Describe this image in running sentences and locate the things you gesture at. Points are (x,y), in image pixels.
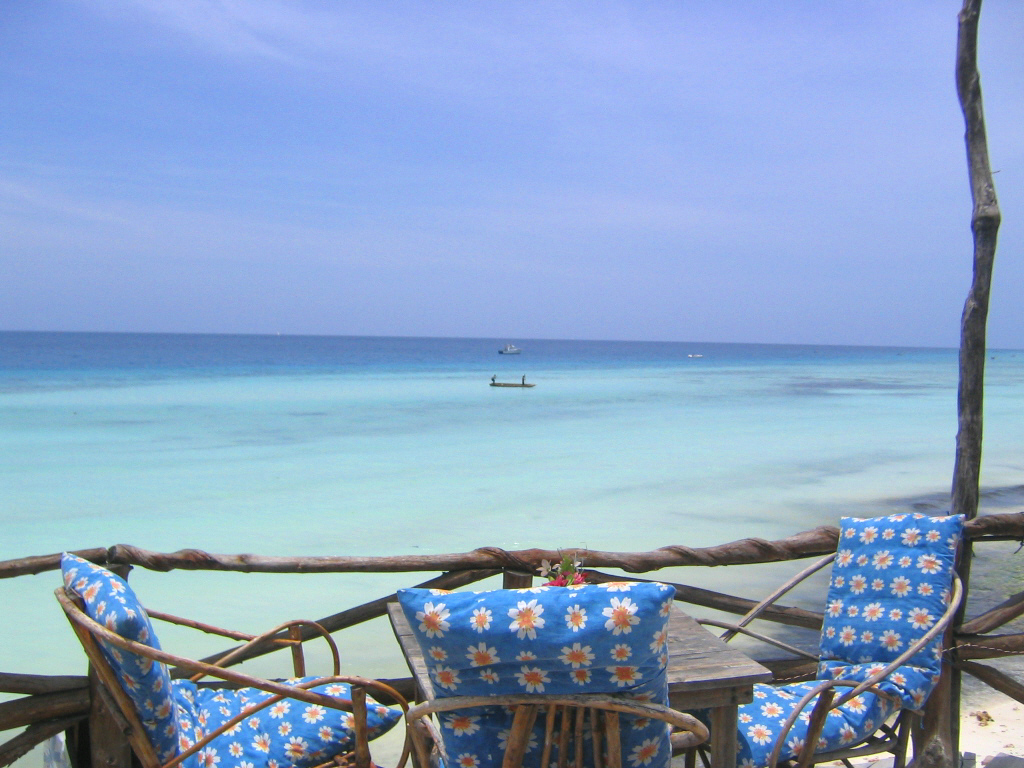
In the picture we can see a sea (760,436) with blue color water (690,457) and near to it, we can see a sand surface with a railing (246,556) of sticks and behind it, we can see some chairs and table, on the chairs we can see some pillows (941,539) and on the table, we can see some plants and flowers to it and in the sea (747,419) we can see some boats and some persons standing on it and behind it we can see a sky (298,161) which is blue in color.
